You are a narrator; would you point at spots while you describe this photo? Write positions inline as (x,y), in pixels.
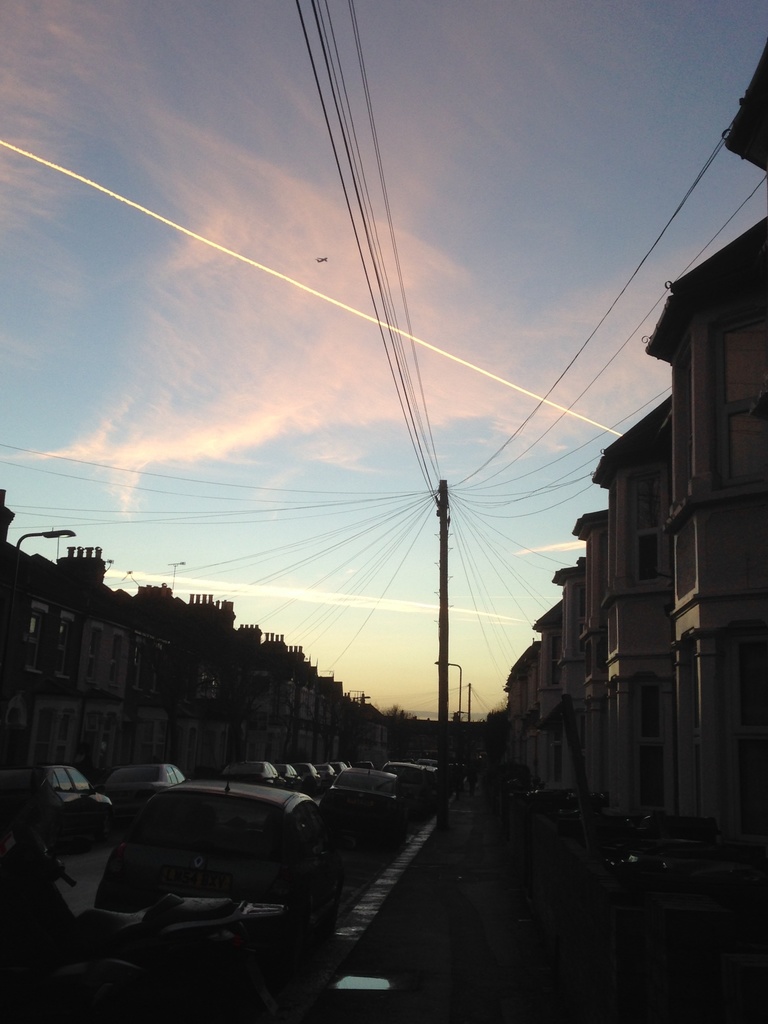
In this picture I can see building (309,755) and vehicles (182,875) on the road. Here I can see poles (459,666) on which I can see some wires (431,492). In the background (275,378) I can see the sky (276,369).
